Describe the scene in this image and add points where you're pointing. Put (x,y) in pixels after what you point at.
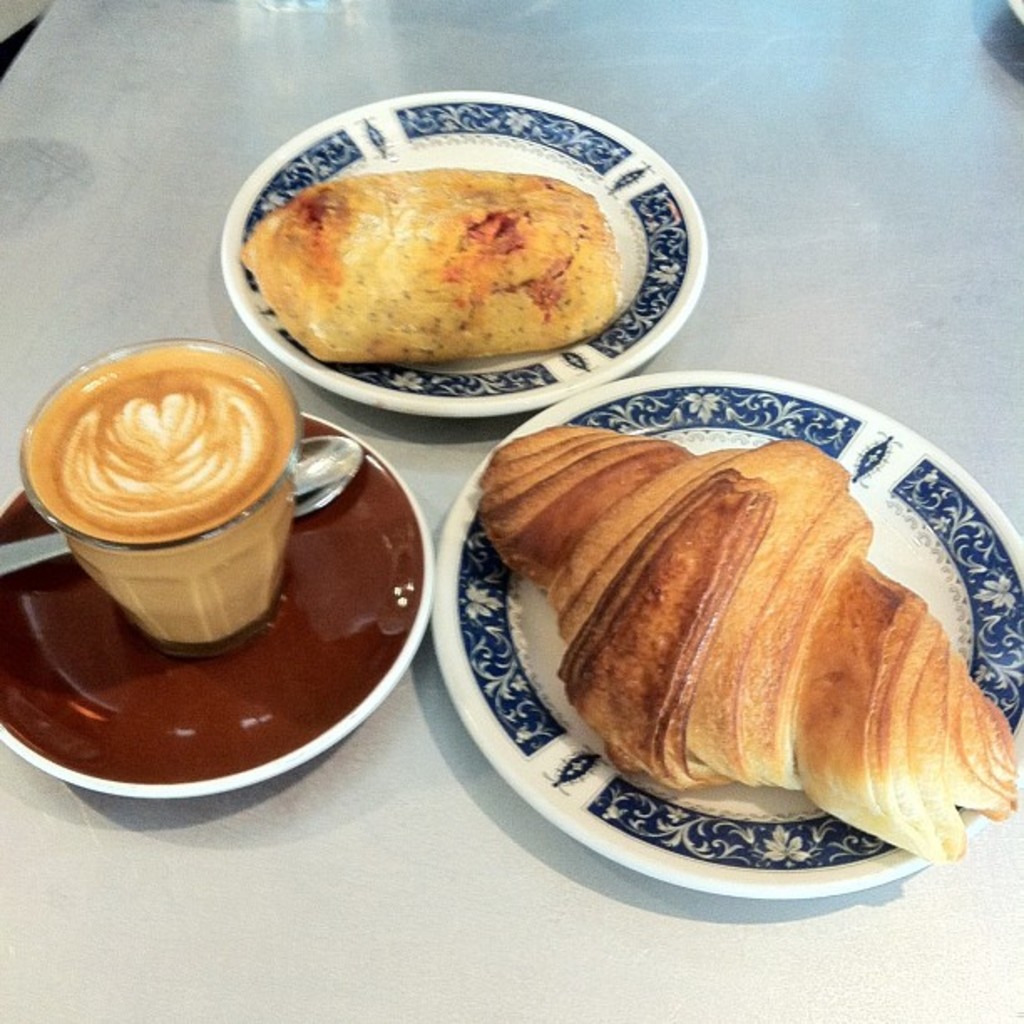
On the table (430,462) there are three plates (640,398). Two white plates (723,396) with blue border (719,398) with flower design (627,412) on it. There are food (652,563) on two white plates (609,414). On the brown plate (220,739) there is a cup (175,603) of coffee (131,514) and a steel spoon (315,483).
